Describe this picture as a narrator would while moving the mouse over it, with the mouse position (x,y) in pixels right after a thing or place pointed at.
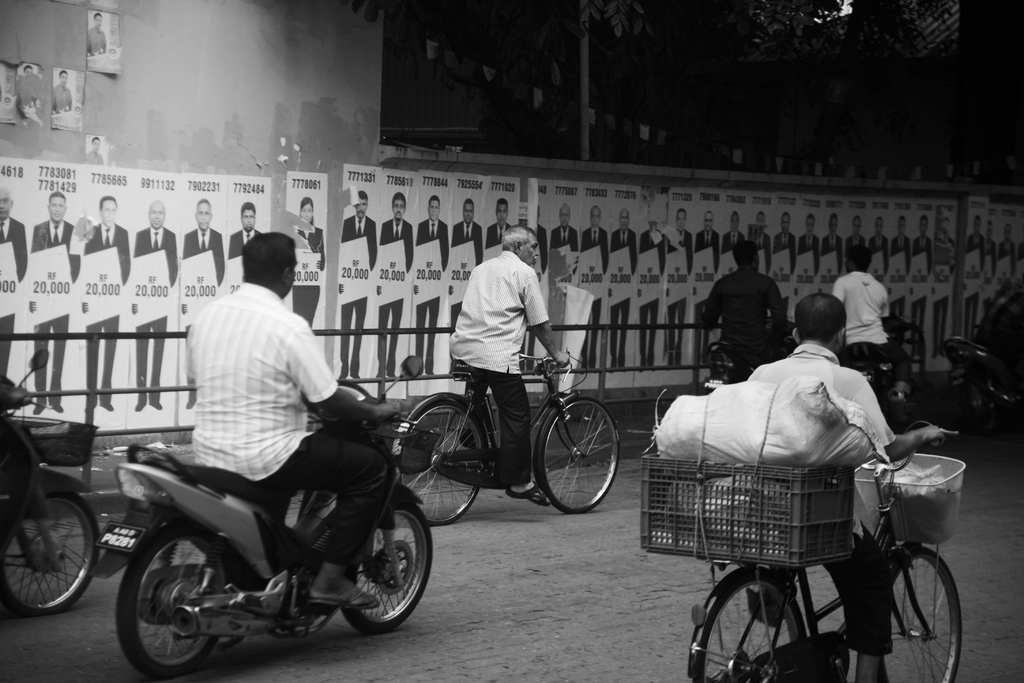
In the image we can see there are people (326,376) who are sitting on bicycle (692,665) and other vehicles (413,504) and on the wall (949,197) there are posters (622,228) of persons (155,372) with text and the image is in black and white colour.
